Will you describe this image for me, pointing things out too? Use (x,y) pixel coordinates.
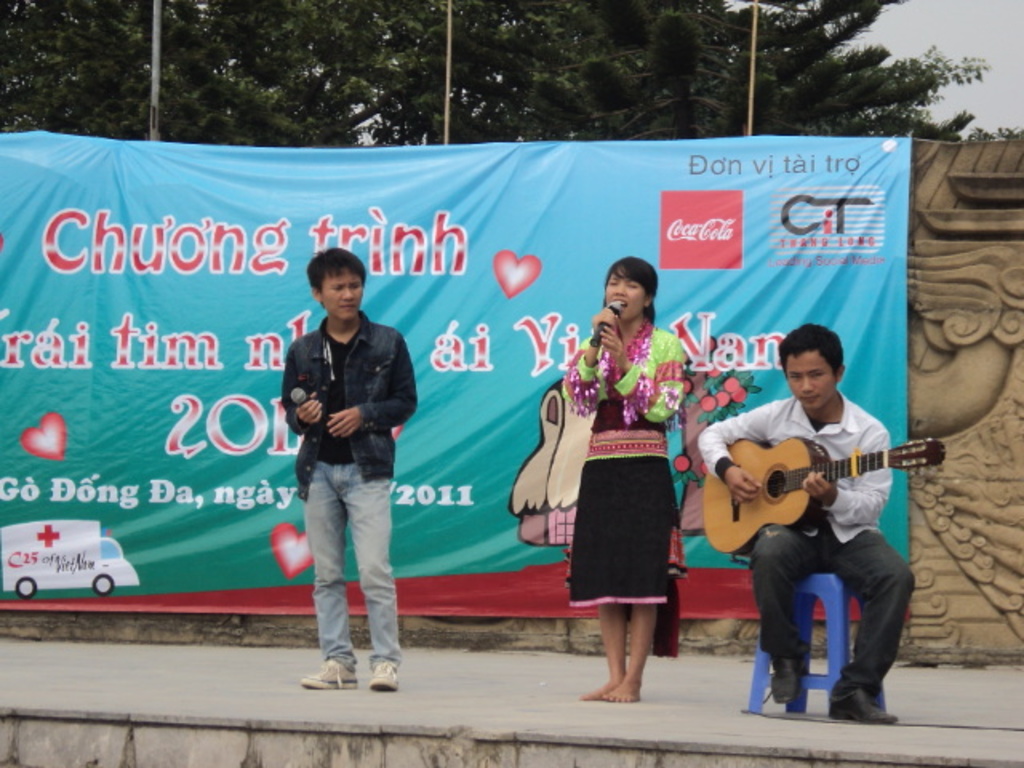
In this image I can see three people (316,447). One person (314,412) is standing and holding mike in his hand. One woman (606,411) is singing a song. One more person (823,522) is sitting on the stool (836,605) and playing a guitar (772,508). In the background (736,317) I can see a banner (307,259) and there are some trees (177,44).
